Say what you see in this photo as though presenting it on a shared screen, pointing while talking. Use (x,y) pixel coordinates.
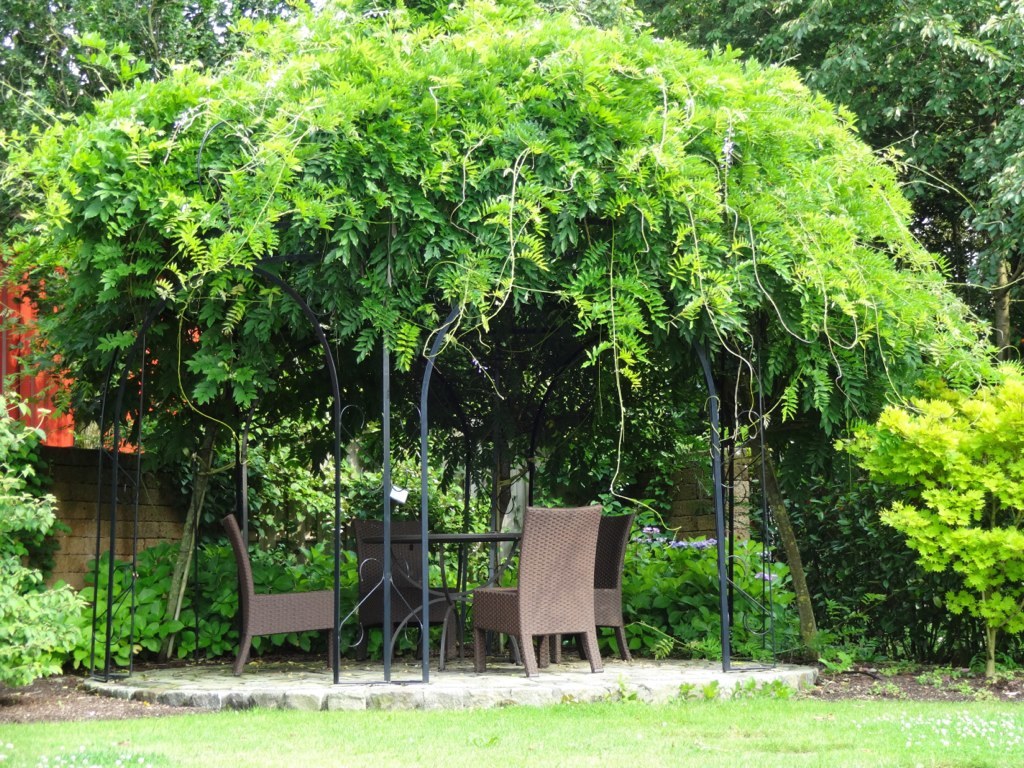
In this picture I can see number of chairs (510,598) and table (444,578). I can see green grass (621,718). I can see trees (967,504) in the background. I can see the wall (161,492).
